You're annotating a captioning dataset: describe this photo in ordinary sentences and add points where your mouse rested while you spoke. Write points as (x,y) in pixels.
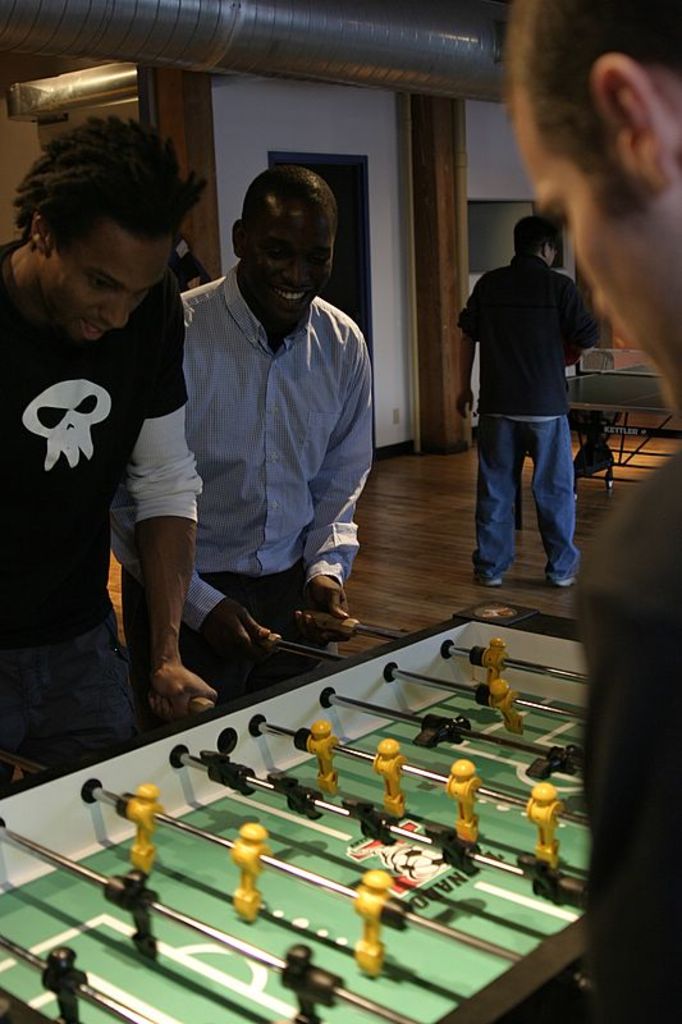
In this picture we can see few persons (11,466) standing and playing an indoor game. This is a floor (438,528). Here we can see one person (542,323) standing and playing table tennis. This is a door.
